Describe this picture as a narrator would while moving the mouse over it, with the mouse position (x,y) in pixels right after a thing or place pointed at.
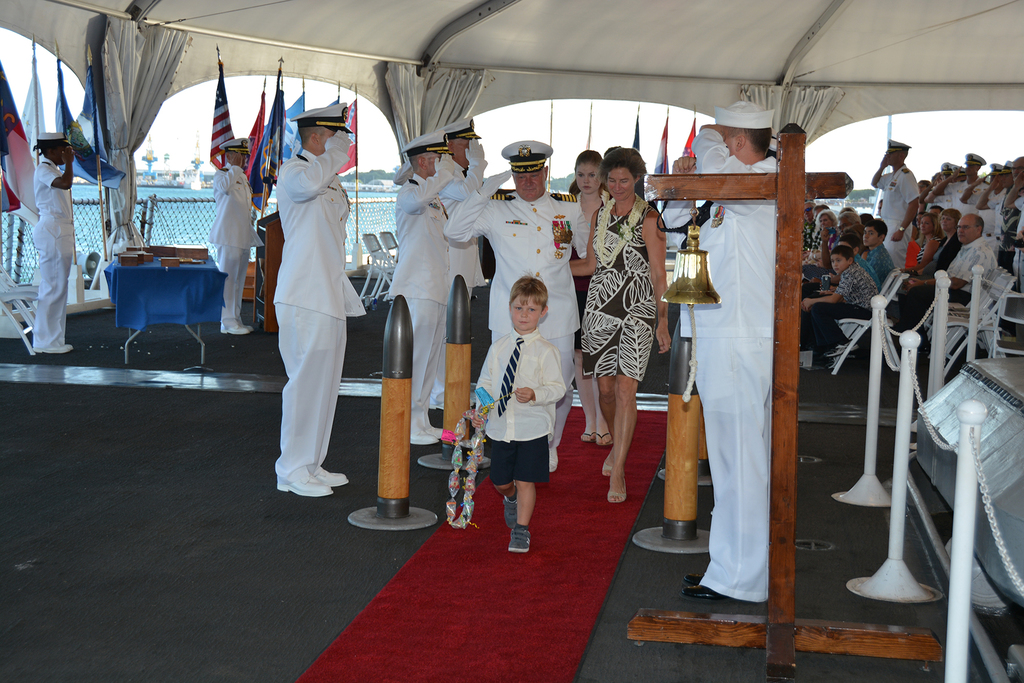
In this image I can see people (437,269) standing in a ship (845,409), they are saluting and wearing white uniform (554,272). Few people (592,313) are walking on the red carpet (562,584). There is a fence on the right (957,579). Few people (822,336) are sitting at the back (960,300). There is a fence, curtains (139,103) and flags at the back (178,210). There is water (186,225) at the back (168,233).
